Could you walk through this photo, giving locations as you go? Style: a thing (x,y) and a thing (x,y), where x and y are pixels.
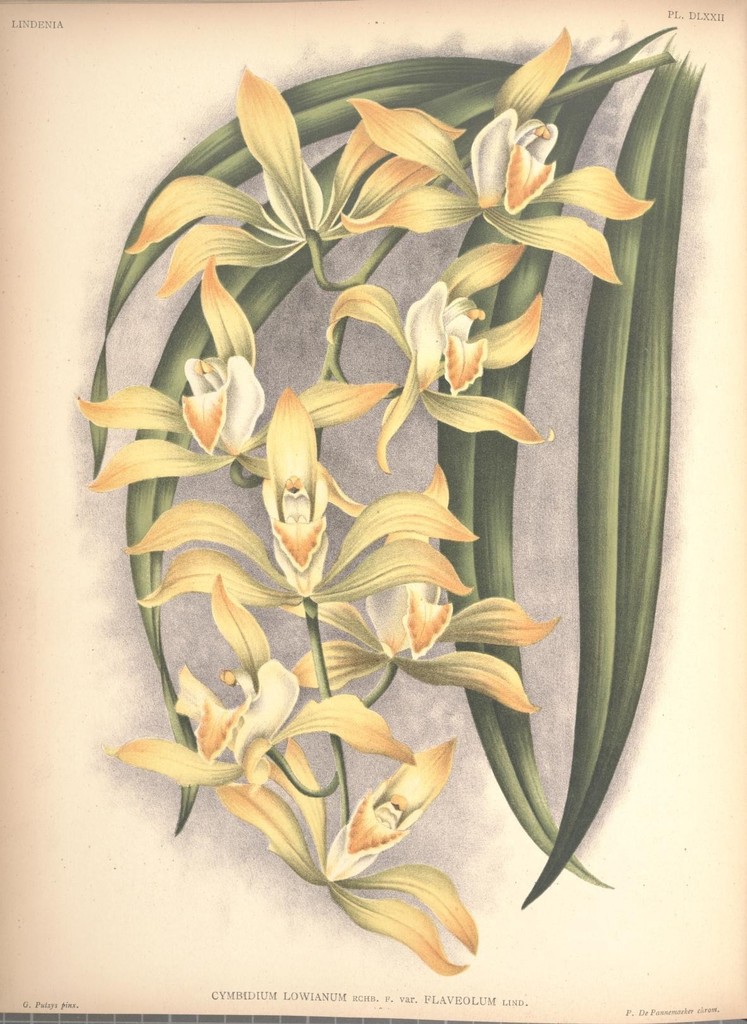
This is a poster (248,812) having a painting (288,705) and there are texts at the corners and at the bottom (441,1004). In the painting (440,650), there is a plant (653,58) having flowers (407,173) and leaves (625,504). And the background of this painting (182,185) is cream in color.
